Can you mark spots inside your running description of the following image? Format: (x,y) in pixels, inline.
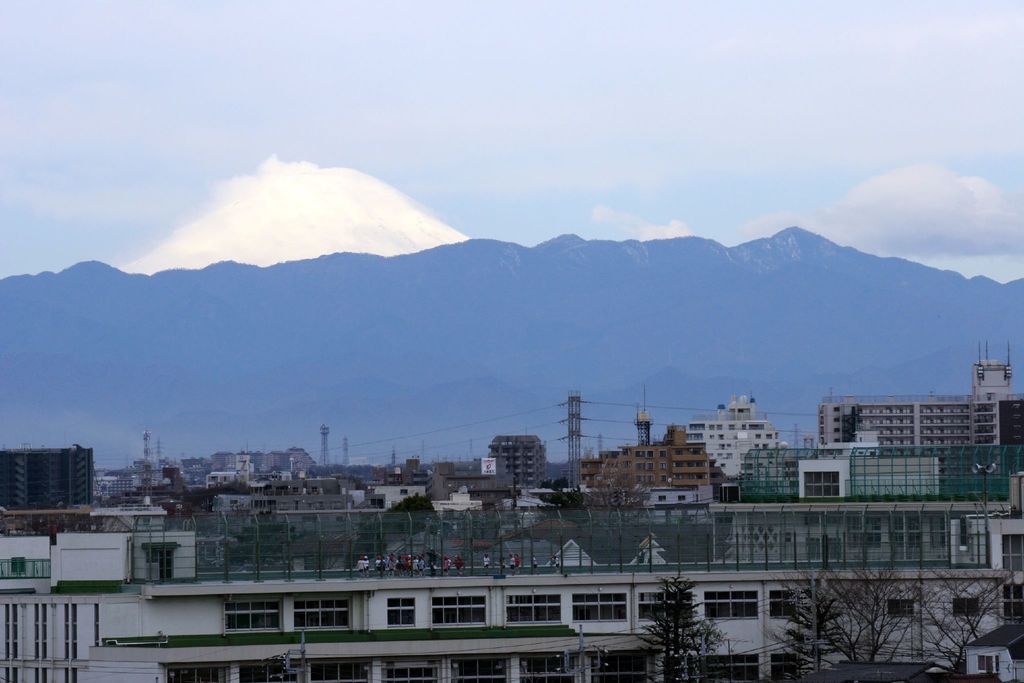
This image is taken outdoors. At the top of the image (542,177) there is the sky (636,194) with clouds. In the middle of the image (386,307) there are a few hills (666,305). At the bottom of the image (684,625) there are a few trees (807,598) and there are many houses (698,499) and buildings (92,530) with walls (197,625), windows (237,628), doors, roofs (495,583) and railings (845,511). There are a few towers (147,443) with wires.
